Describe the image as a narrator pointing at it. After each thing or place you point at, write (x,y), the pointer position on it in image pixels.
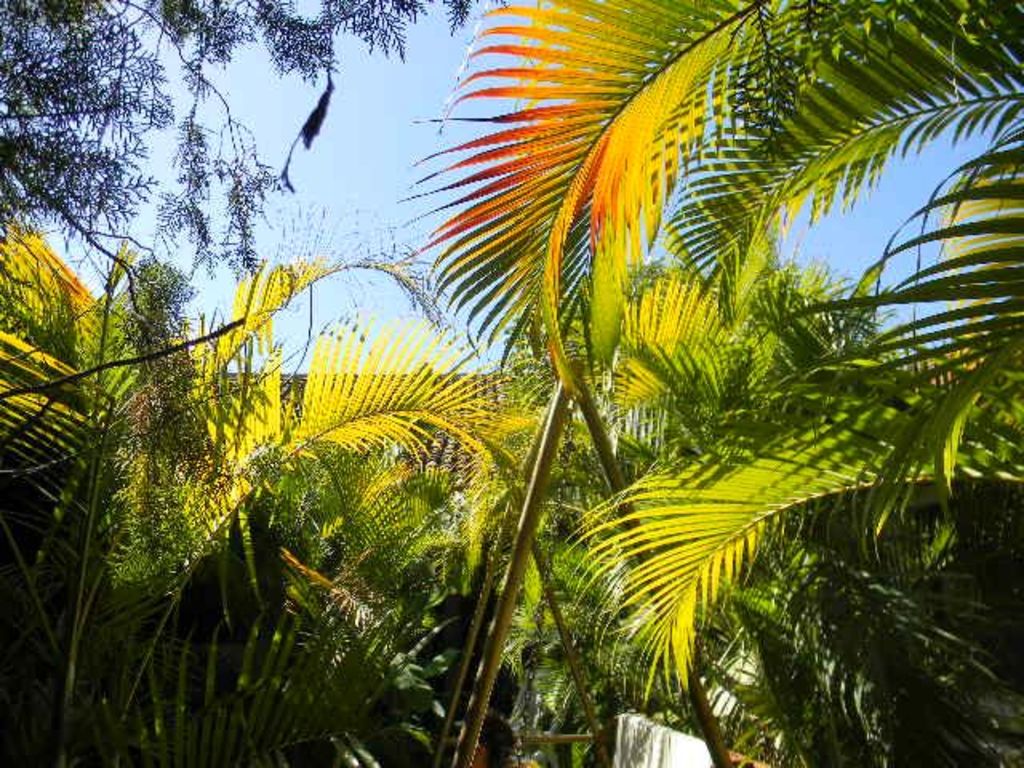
In this image we can see trees (462,612), swing (498,638) and the sky (231,264) in the background (230,235).
